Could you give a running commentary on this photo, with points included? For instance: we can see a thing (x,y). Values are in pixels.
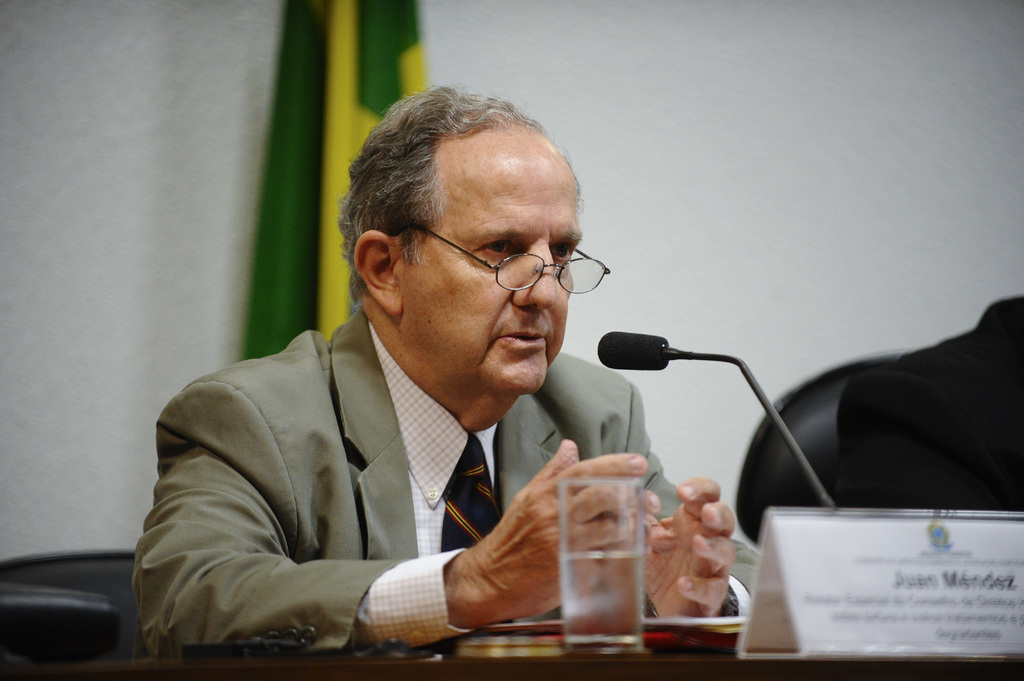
In this image we can see a two men (533,319) sitting on chairs (793,474). In the foreground (936,570) we can see a table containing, microphone (827,500), a board (878,515) with some text (958,593) and a glass (612,580) with water (628,589) placed on it. In the background (331,263), we can see a flag (409,20). At the top of the image (671,216) we can see the wall (668,337).
